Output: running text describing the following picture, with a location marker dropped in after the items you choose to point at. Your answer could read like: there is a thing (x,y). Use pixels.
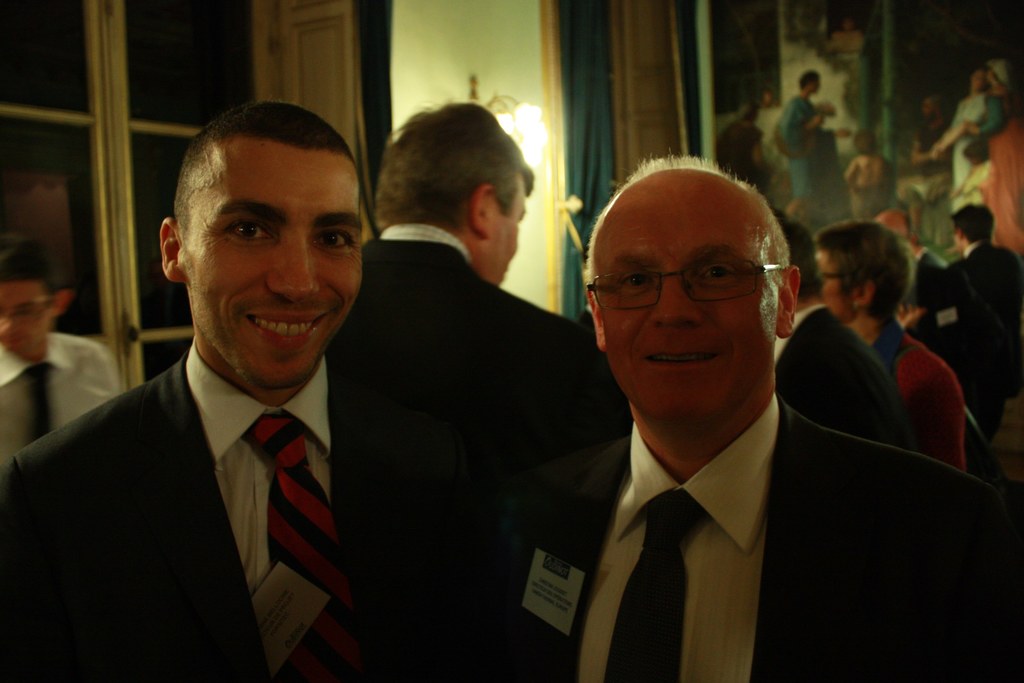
In this image we can see the people (509,426) standing and at the back (279,88) we can see there are windows (159,121) and curtains (602,56). And there is a light (533,119) and photo frame (865,102) attached to the wall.
